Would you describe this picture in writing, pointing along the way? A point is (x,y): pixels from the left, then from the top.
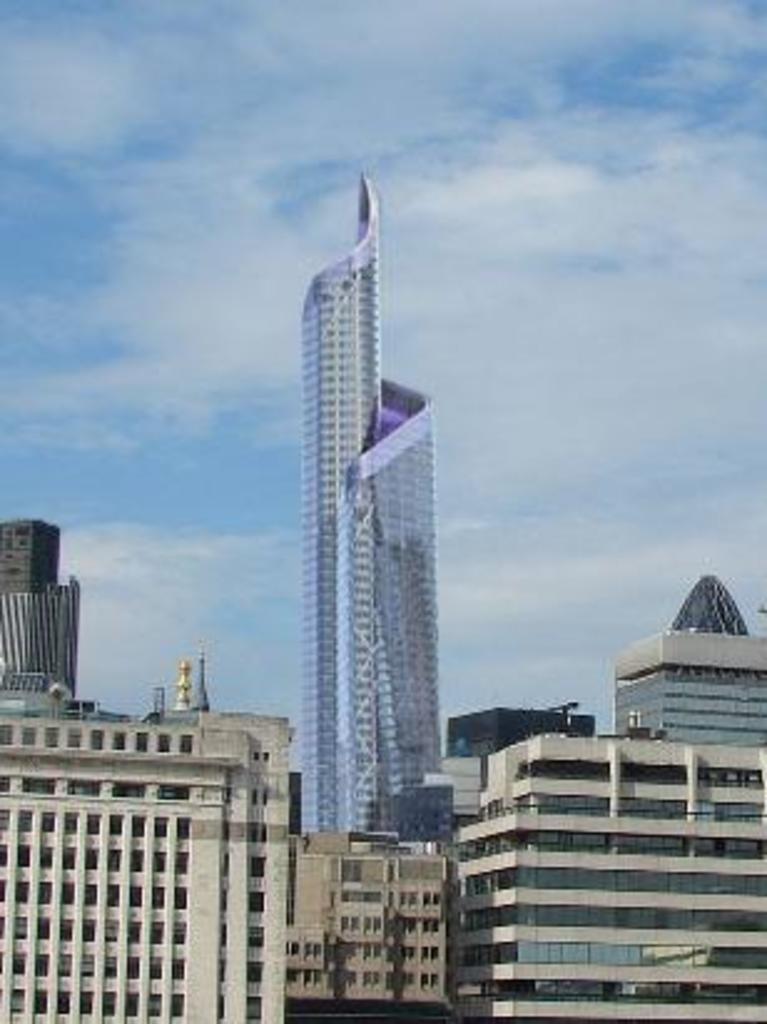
At the bottom of the image (353,992), we can see few buildings (535,850), glasses (375,892), walls (325,902), pillars (218,954) and tower (377,671). Background (739,473) there is a sky (298,435).
